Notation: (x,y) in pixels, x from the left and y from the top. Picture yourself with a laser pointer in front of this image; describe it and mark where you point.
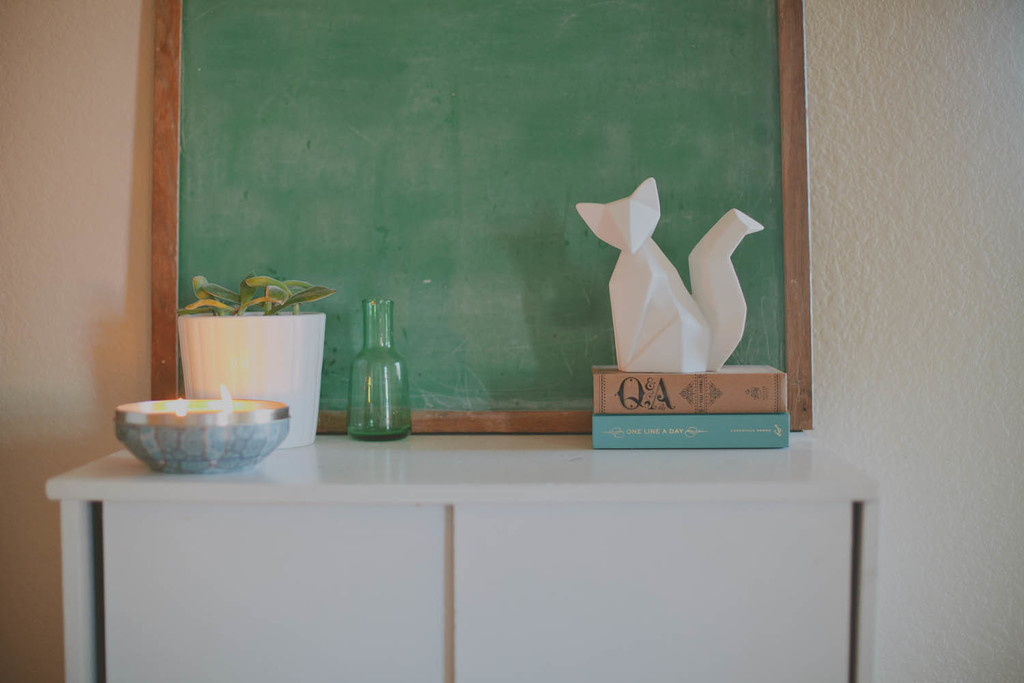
In this picture we can able to see a table (112,596), it is in white color. On this table (512,457) there is a sculpture (649,321) of cat (674,322), books (693,405), plant (295,356), bottle (373,360) and a fire (224,401) in a bowl (147,429). Green color board (355,157) is in-front of this wall (124,122).
